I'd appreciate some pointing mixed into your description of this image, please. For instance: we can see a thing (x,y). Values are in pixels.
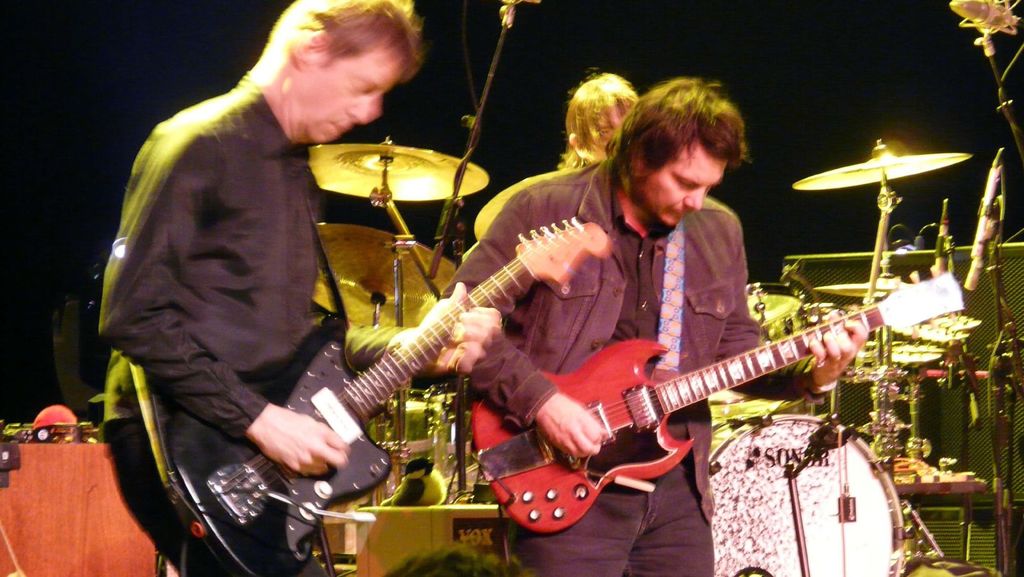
In this image I can see few people (268,301) are playing the musical instruments (301,532). These people (513,232) are wearing the different color dresses (514,329). I can also see many musical instruments (795,432) and amplifiers (848,253) to the side. And there is a black background (639,49).
